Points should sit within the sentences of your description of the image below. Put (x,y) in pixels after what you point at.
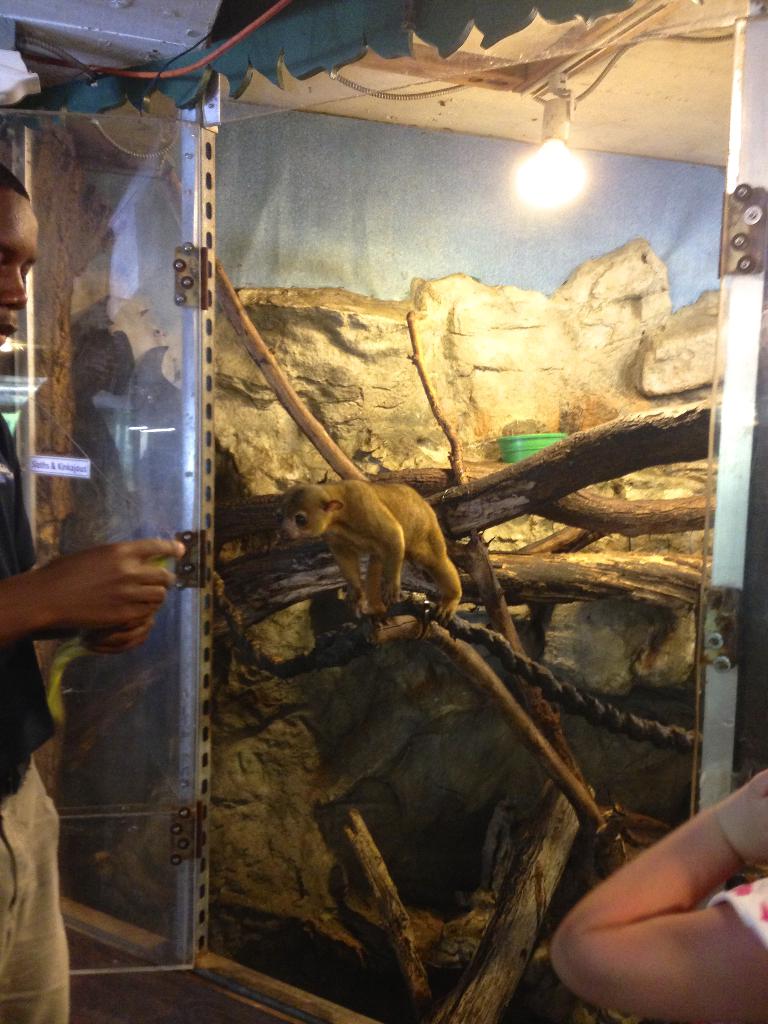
In this picture we can see two persons (45,972), glass door (186,750) and an animal (388,503) standing on a branch (412,621) and in the background (553,163) we can see light (544,169), wall (485,254).
